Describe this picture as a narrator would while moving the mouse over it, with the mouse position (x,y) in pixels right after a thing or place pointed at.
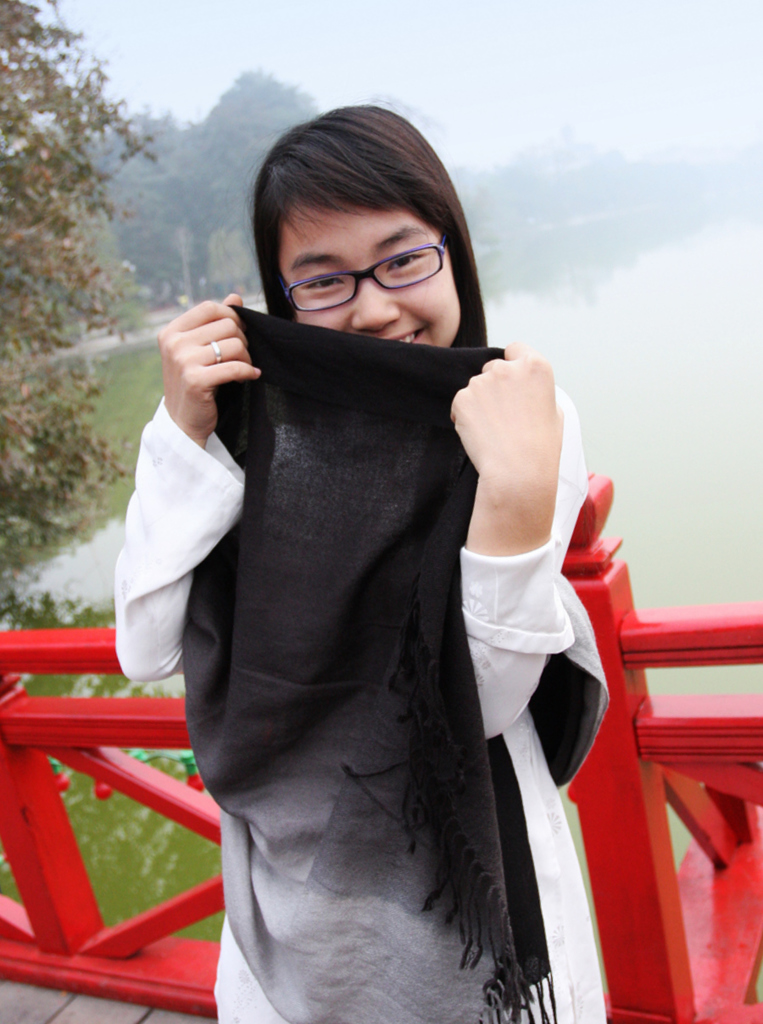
In the image there is a woman (469,719) standing on a bridge (159,906) and behind the woman (162,360) there is a water surface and around that there are many trees (251,159).
